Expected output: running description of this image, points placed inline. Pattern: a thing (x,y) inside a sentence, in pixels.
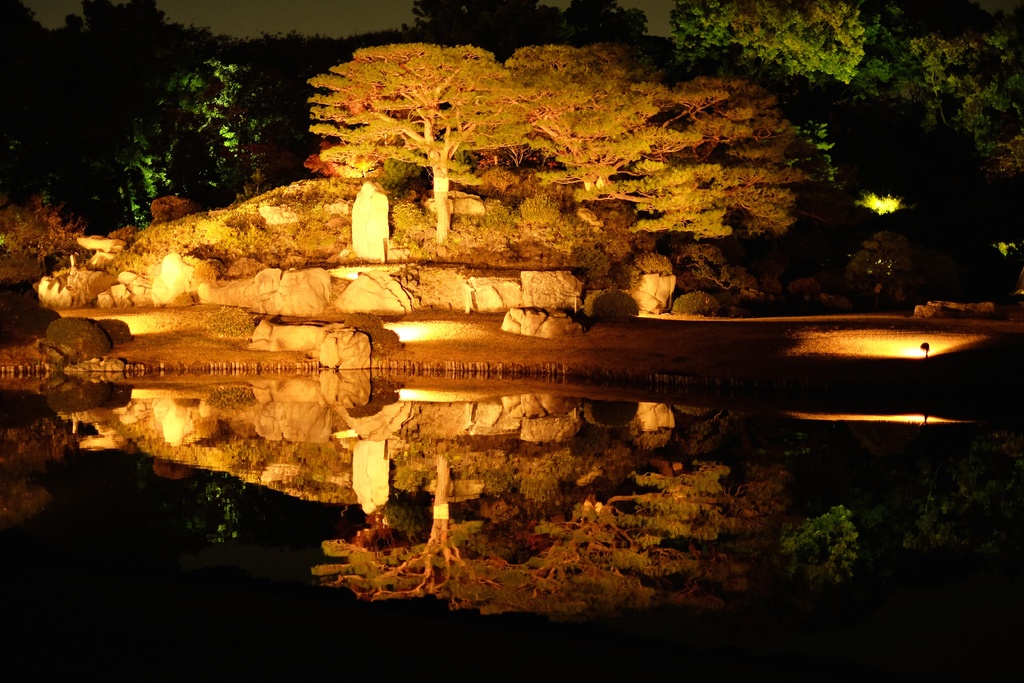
In this picture we see the night view of a place (240,141) with small rocks (100,253), trees (100,128) and river (691,401). We can also see the light (927,355).
